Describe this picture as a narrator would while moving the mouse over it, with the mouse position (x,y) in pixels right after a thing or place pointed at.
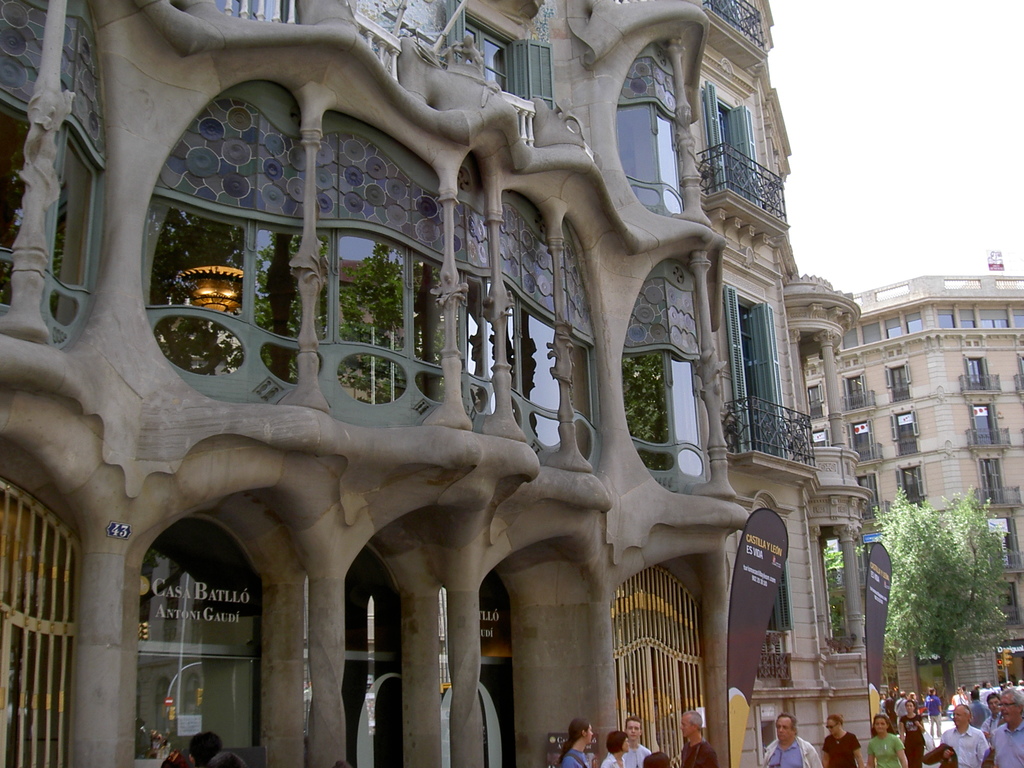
At the bottom (963,729) we can see few persons (915,743). In the background (567,424) there are buildings (765,431), windows (765,431), glass doors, hoardings (735,738), trees (937,598), fences (636,700) and sky (885,73).
